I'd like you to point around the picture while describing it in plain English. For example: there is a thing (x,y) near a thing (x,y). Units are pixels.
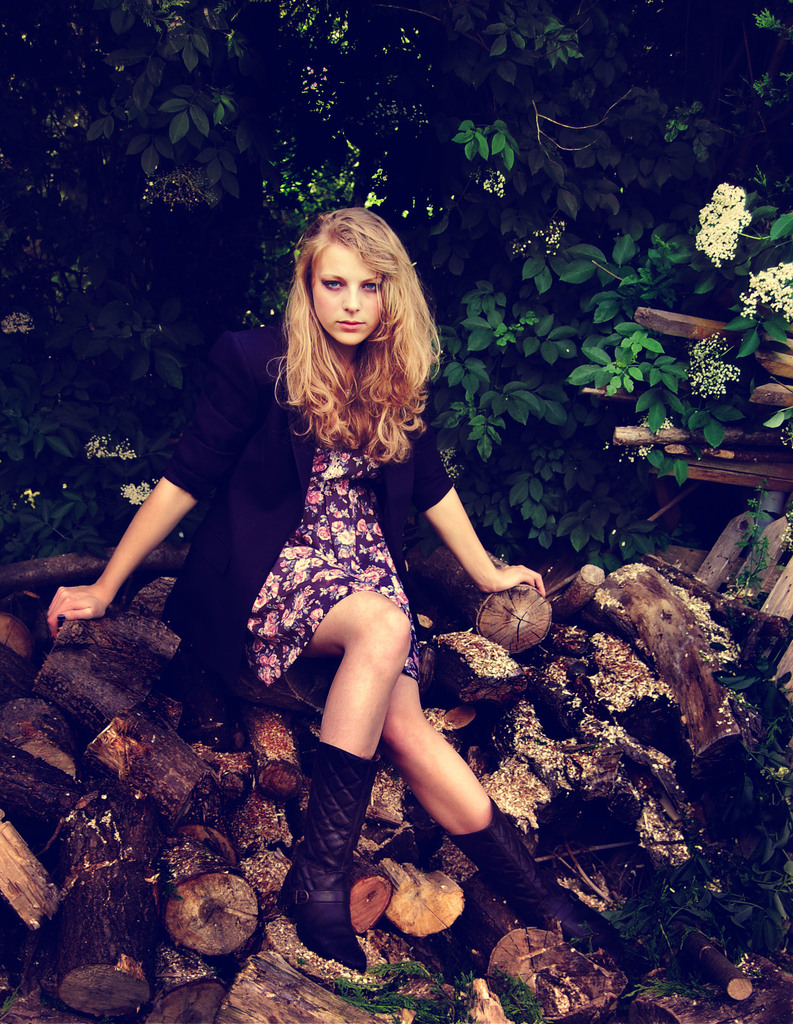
In this image, we can see a person (463,548) sitting on cut woods (136,902). There is a tree (398,115) at the top of the image (533,189).
